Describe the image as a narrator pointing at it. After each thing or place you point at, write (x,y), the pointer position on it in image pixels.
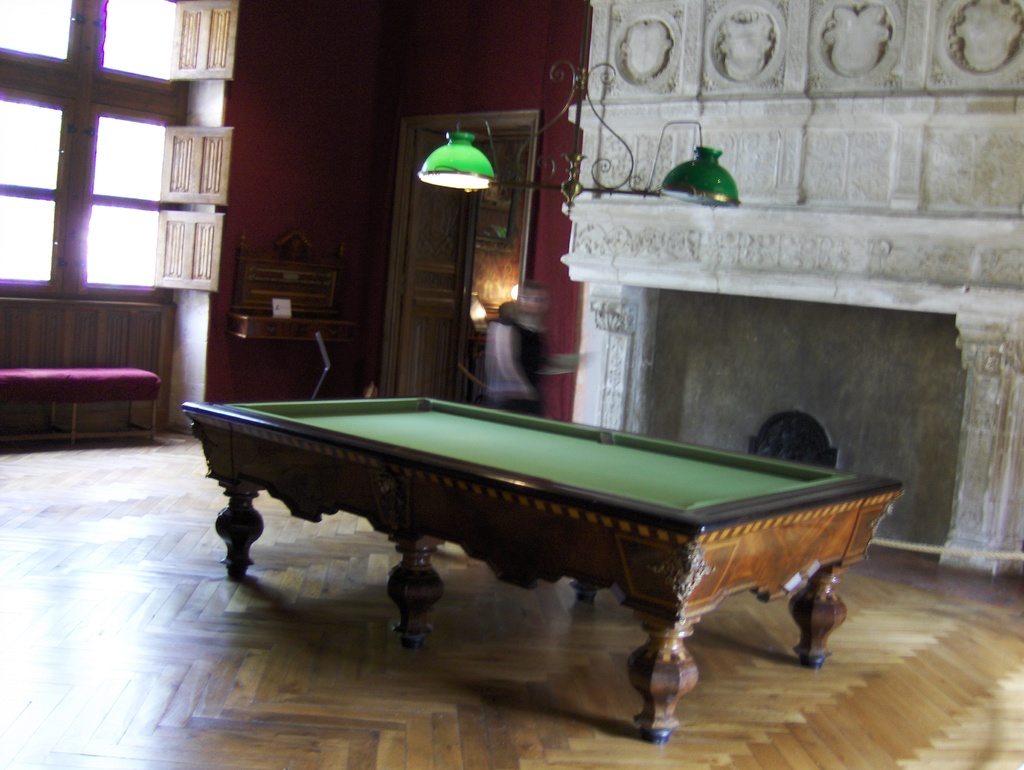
This image consists of Snooker Pool board (615,503), lights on the top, windows (41,275) on the left (199,288). Lights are in green color.
